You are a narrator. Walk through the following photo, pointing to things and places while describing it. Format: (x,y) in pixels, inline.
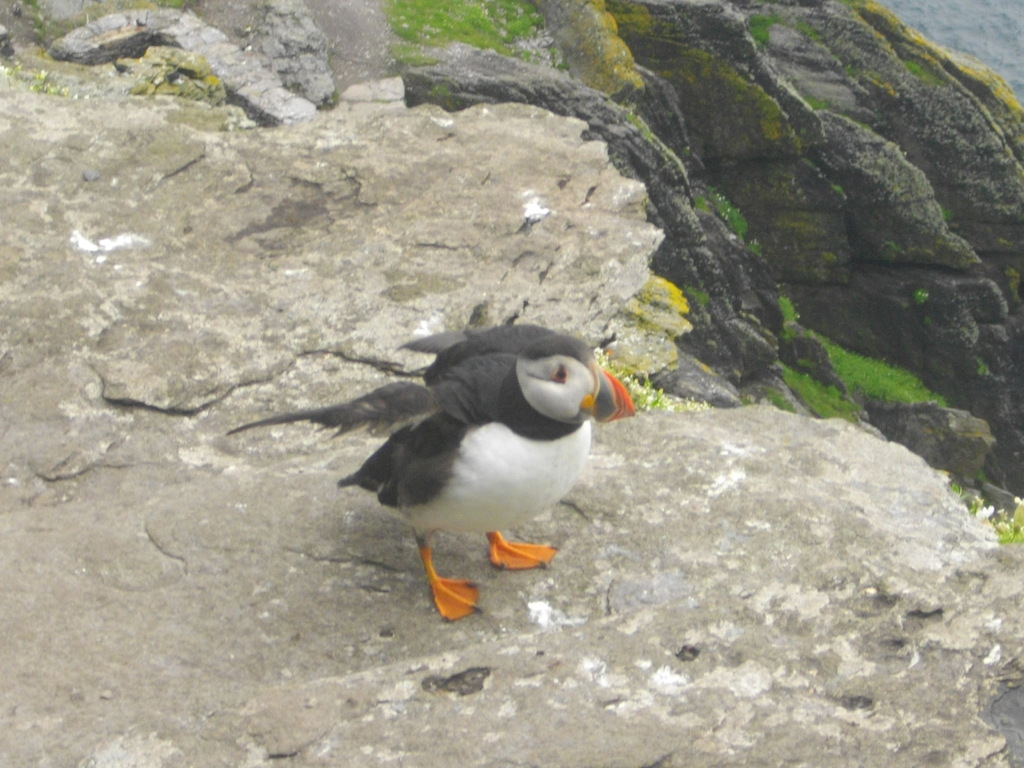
In the center of this picture (500,394) we can see a bird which seems to be an Atlantic puffin (536,478). In the background (741,95) we can see the rocks (888,193) and some portion of the green grass (858,380).
